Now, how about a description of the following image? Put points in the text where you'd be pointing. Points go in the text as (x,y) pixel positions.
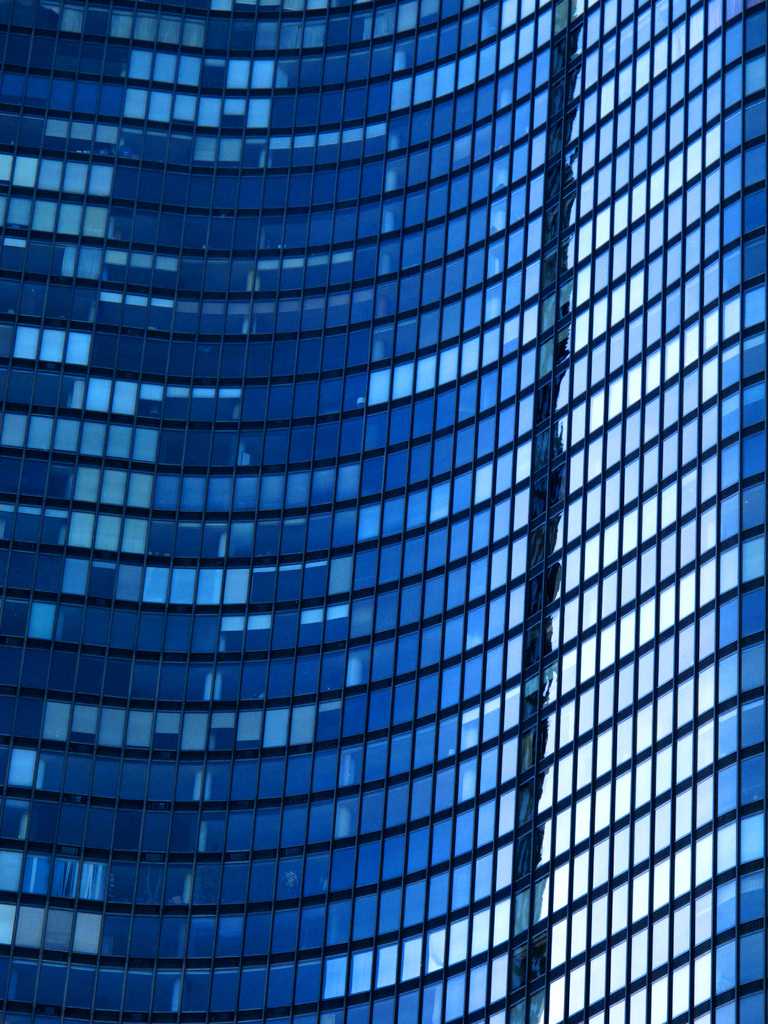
This is a picture of a building (176,267) with glass windows (168,521).
